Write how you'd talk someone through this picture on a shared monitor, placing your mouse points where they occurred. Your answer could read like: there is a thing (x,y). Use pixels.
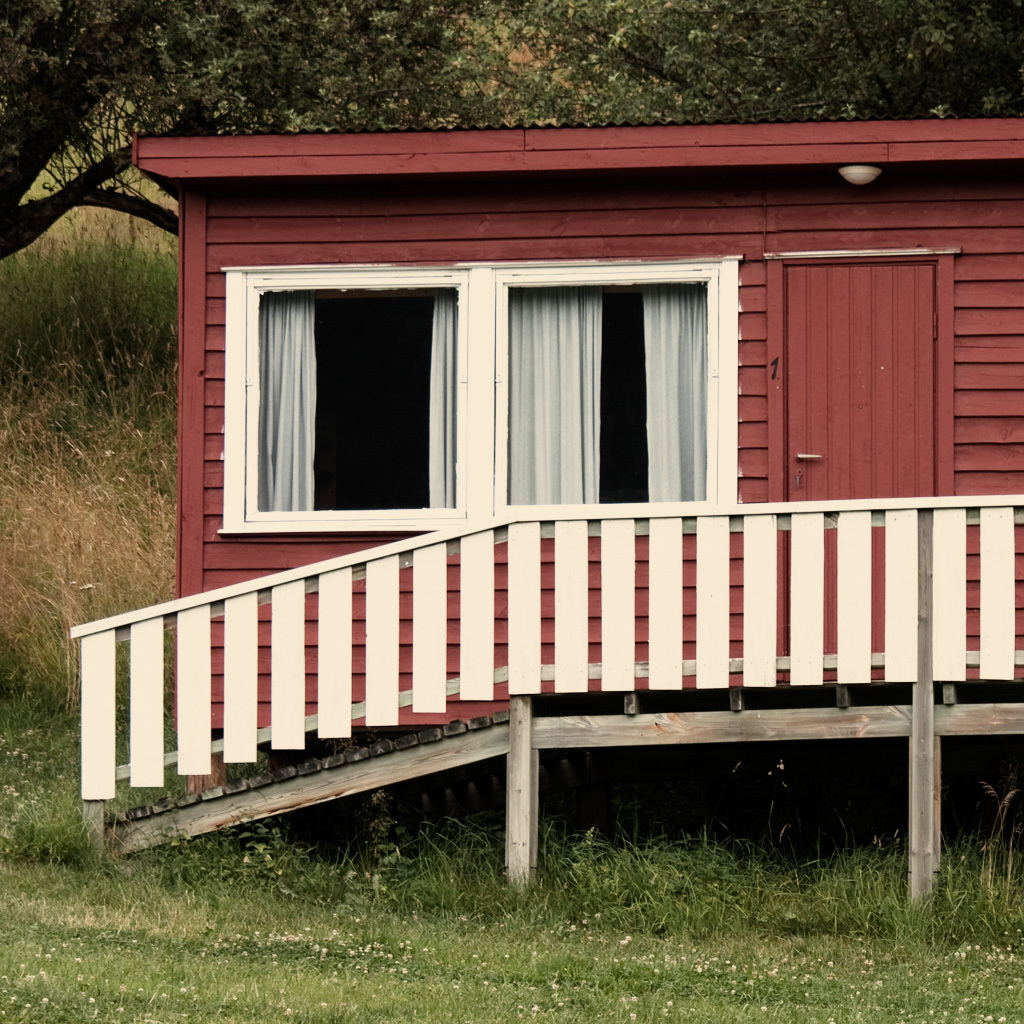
In this image we can see a wooden house (298,486), plants (75,351), trees (589,95) and grass (245,941).
